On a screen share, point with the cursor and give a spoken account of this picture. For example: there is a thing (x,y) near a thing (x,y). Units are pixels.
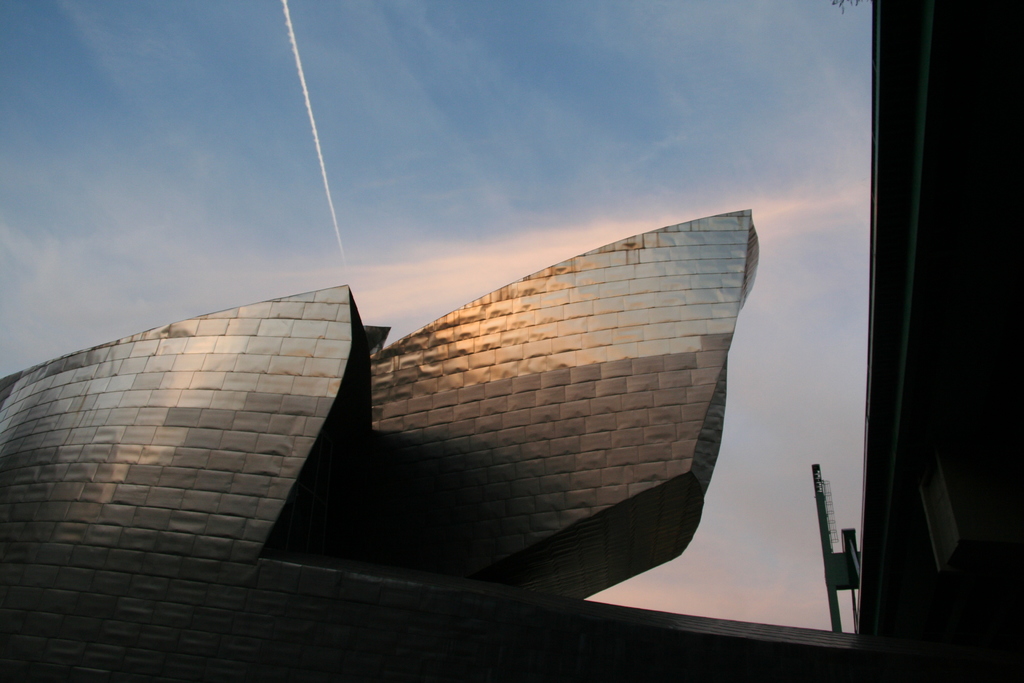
In this image we can see a part of a building (465,359), at the top of the image (430,97) we can see the sky (273,170).
